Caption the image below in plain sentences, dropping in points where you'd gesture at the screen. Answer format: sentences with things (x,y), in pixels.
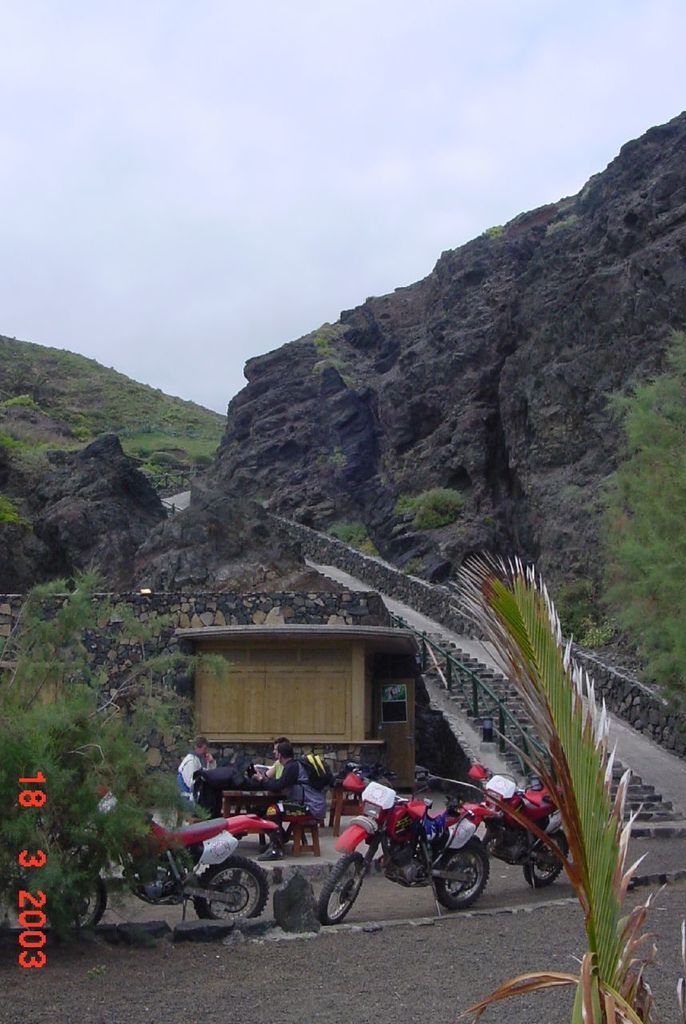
In front of the picture, we see a plant (616,858) or a tree (591,899). At the bottom (347,945), we see the road (364,979). Here, we see three bikes (214,860) in red color are parked on the road (391,903). On the left side (101,750), we see a tree (125,846). Behind the bikes (361,781), we see people (285,760) are sitting on the chairs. Behind them, we see a wooden shed (333,683). Beside that, we see a staircase (460,709) and the stair railing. There are trees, rocks (232,452) and hills (177,450) in the background (295,428). At the top (404,201), we see the sky (249,212).
